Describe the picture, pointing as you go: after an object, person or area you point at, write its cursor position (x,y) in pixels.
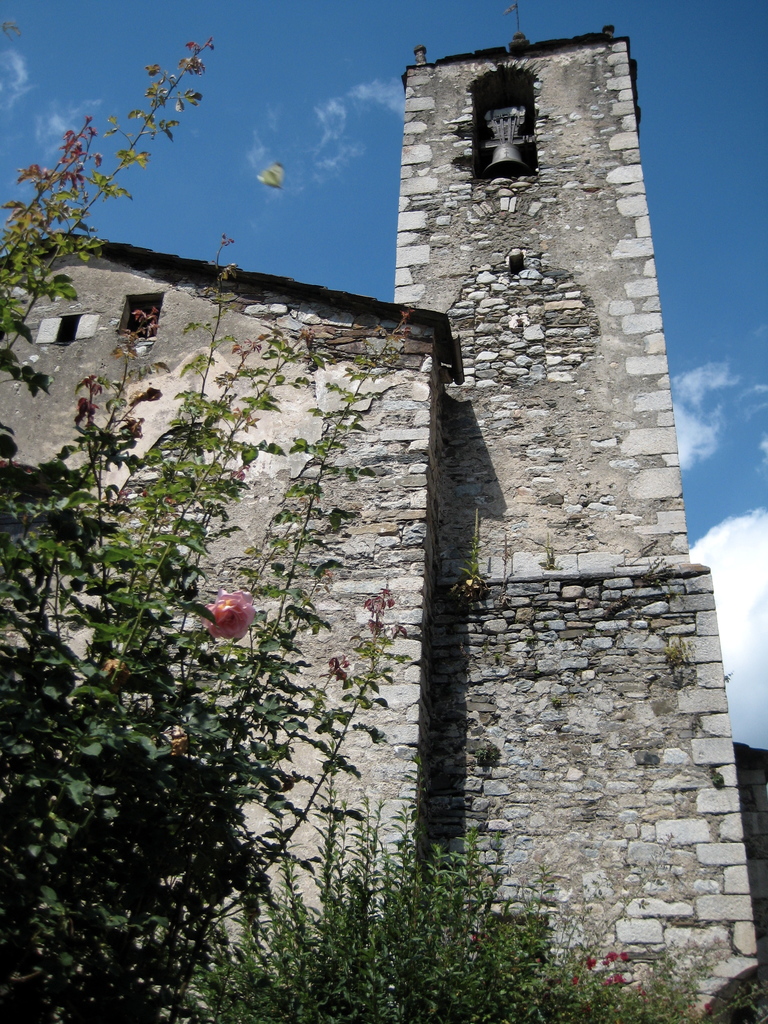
On the left side (178,690) there are plants (183,741), in the background (163,448) there is a building (511,492) and the sky (183,141).
